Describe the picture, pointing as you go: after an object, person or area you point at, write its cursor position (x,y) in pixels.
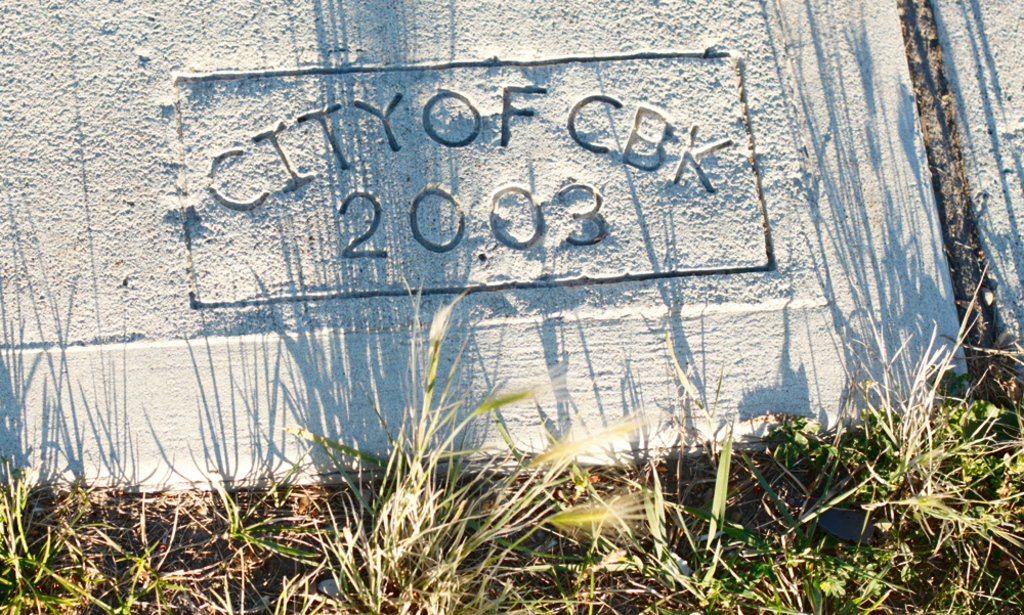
In the picture we can see grass (992,444) and some text (576,188) on the stone (722,388).
